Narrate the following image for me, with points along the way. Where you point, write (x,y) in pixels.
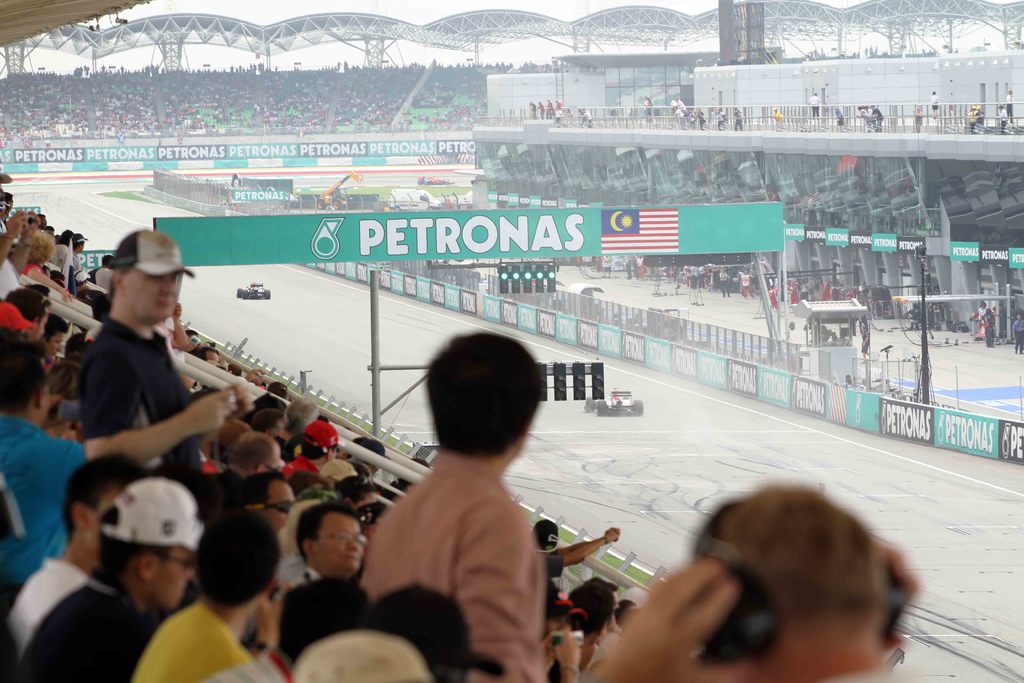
In this picture I can see race cars (627,397) on the race track (788,434), there are group of people (1,550), iron rods (755,337), boards (742,222), lights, and in the background (261,9) there is sky (237,13).
